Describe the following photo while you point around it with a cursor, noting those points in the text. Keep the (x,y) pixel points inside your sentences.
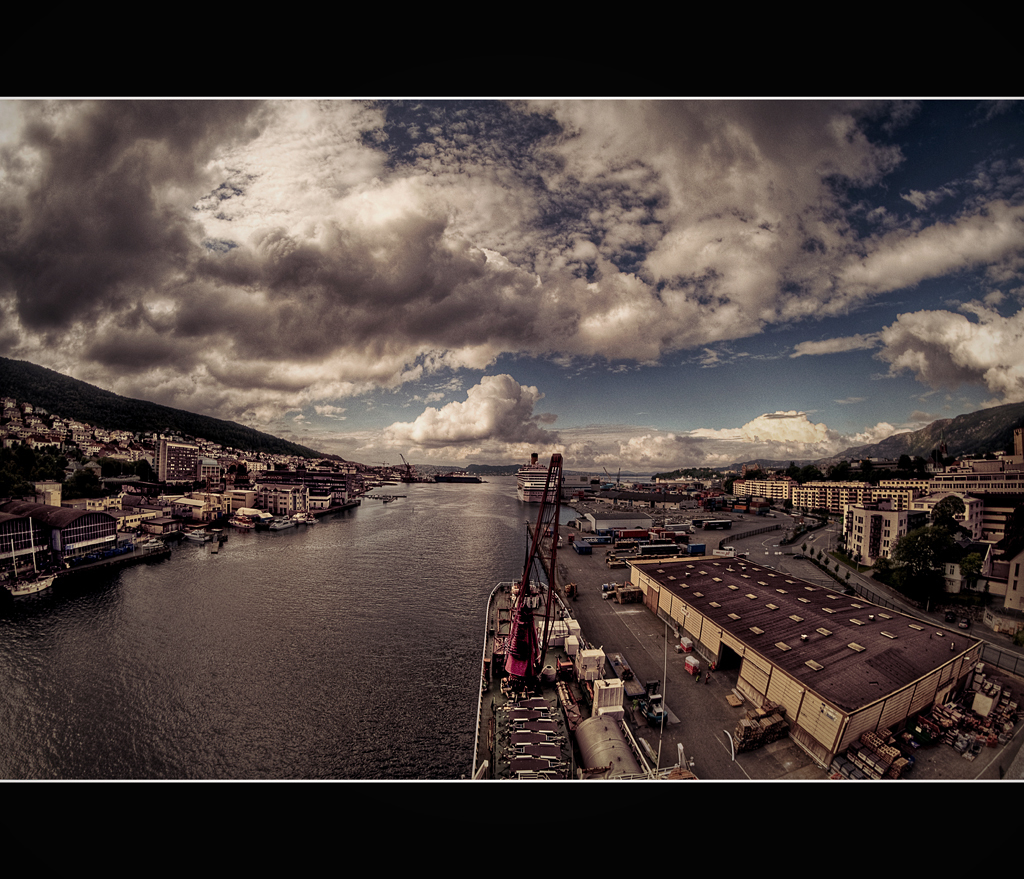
This picture is an edited picture. In this image there are buildings (329,493), trees (138,462) and poles (32,548) and there are vehicles (655,540) on the road (1011,744). There are boats (458,474) on the water (429,674). At the top (488,273) there is sky (737,392) and there are clouds (650,335). At the bottom (376,674) there is a water (368,570) and there is a road (785,774).
